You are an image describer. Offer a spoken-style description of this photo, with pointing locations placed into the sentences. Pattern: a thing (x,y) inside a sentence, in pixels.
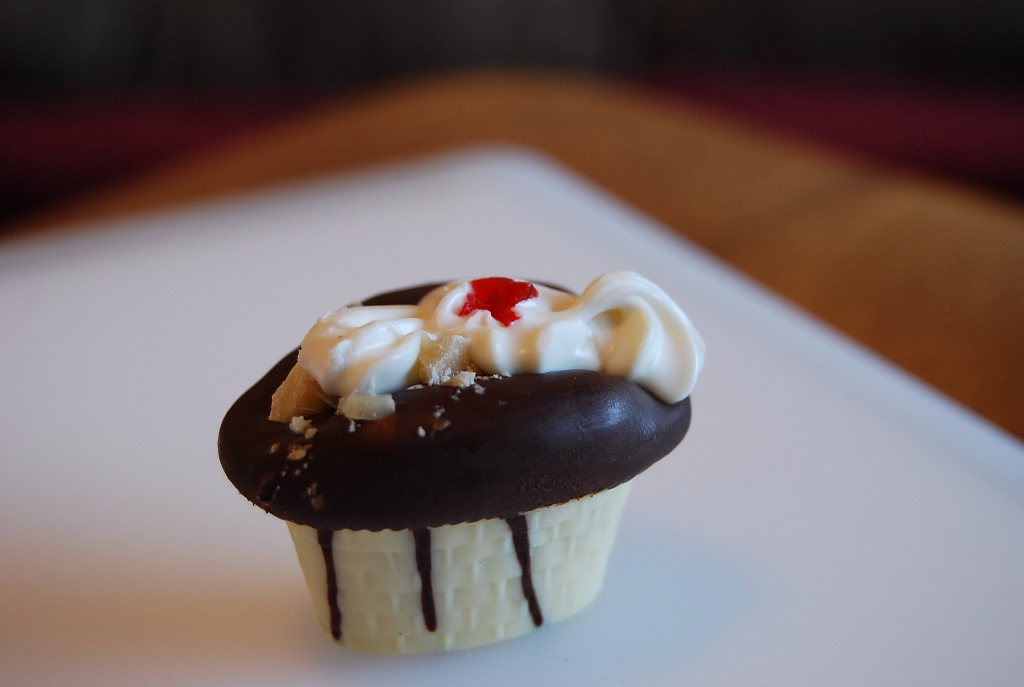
In the image we can see the white plate (617,569), in it we can see food item (362,545) and the background is blurred.
